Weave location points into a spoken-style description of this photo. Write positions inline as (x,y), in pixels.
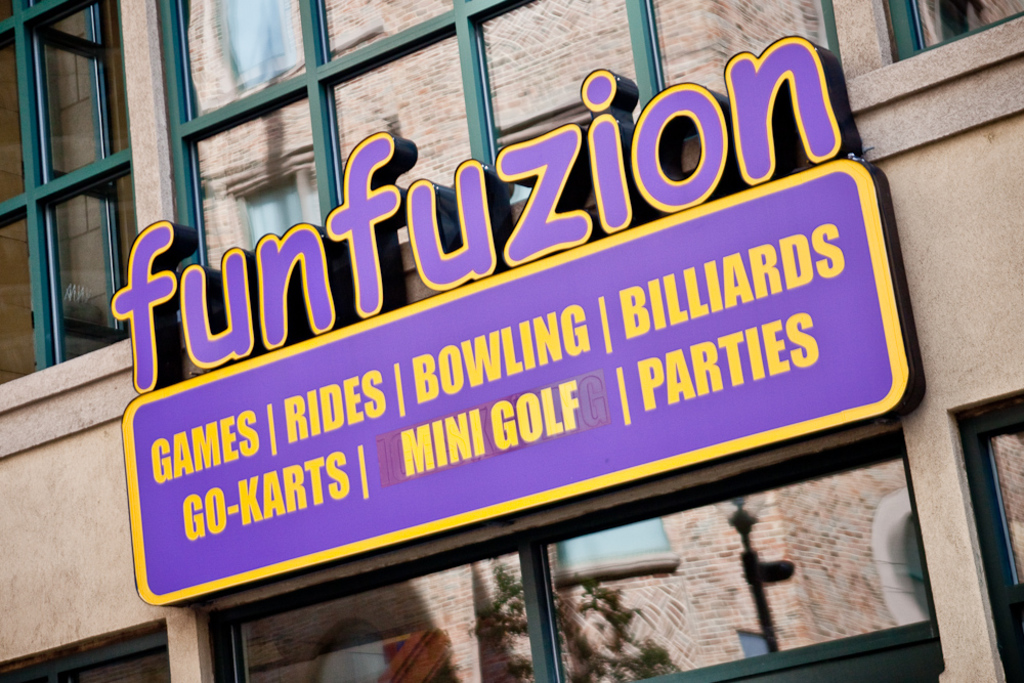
In this picture there is a building (914,196). There is a board (587,382) on the wall (912,181) and there is text (135,273) on the board (442,425). At the bottom (657,499) there are windows (800,552), there is a reflection (778,608) of building (899,537), tree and pole (763,638) on the mirror (570,623).
